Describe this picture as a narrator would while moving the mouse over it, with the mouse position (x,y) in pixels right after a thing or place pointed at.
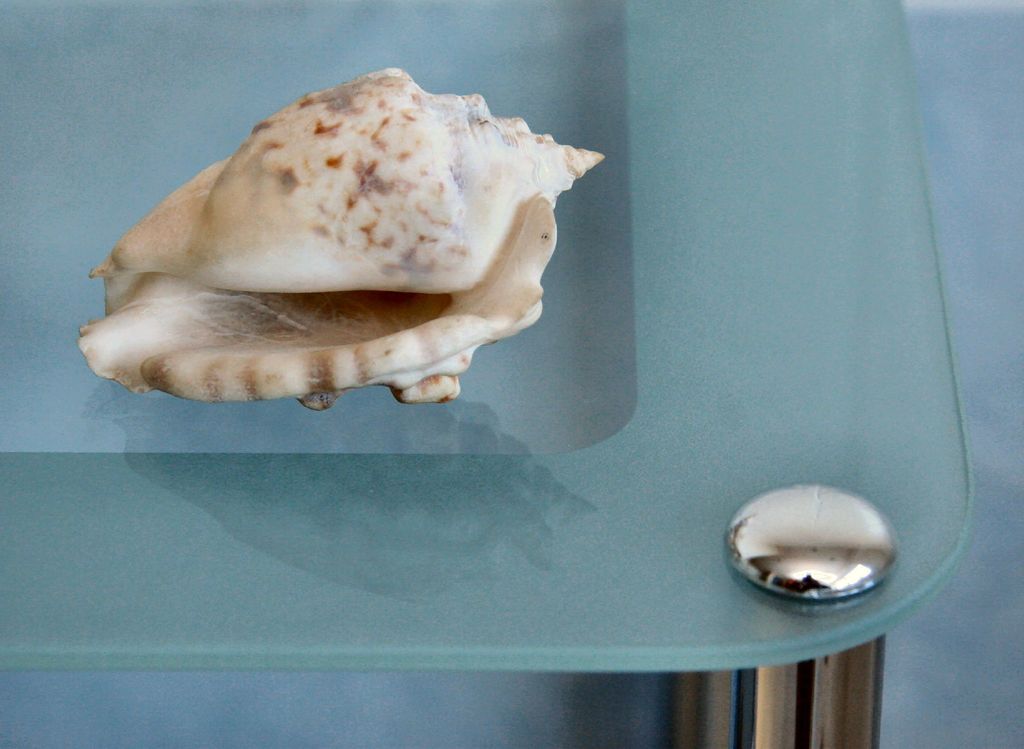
In the image we can see there is a sea shell (388,269) kept on the glass table (625,470).
